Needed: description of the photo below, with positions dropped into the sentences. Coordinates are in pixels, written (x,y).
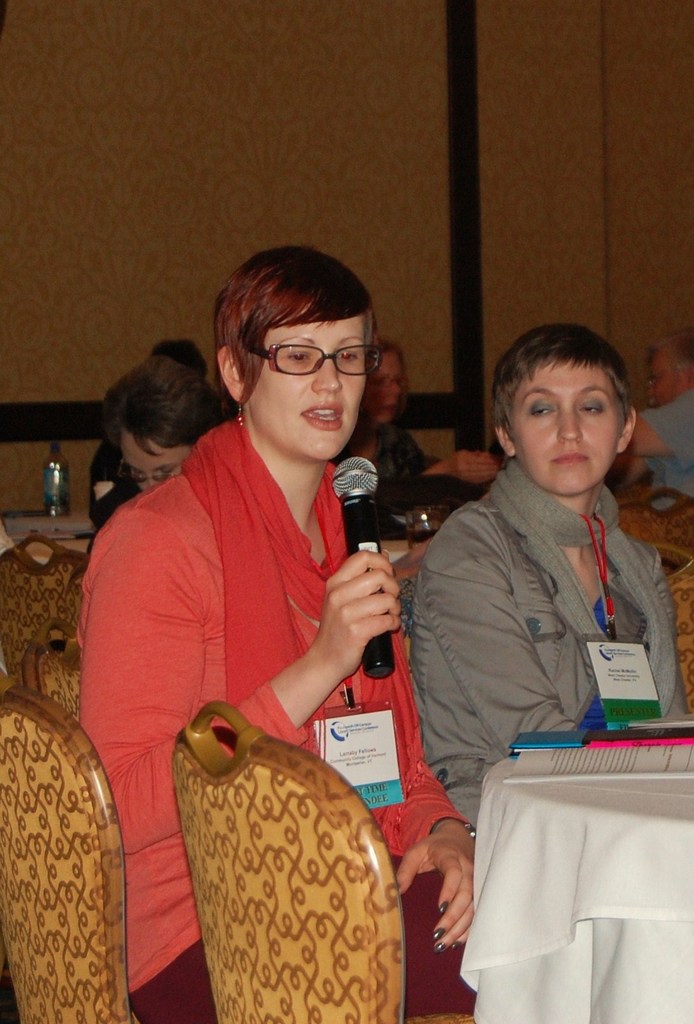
In this picture there is a woman (238,589) with red dress (109,743) is sitting and holding the microphone (368,460) and she is talking and there are group of people (551,339) sitting. There is a book (679,765) and bottle (55,510) and there are objects (614,730) on the table (579,837) and tables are covered with white color clothes (638,908) and there are chairs (254,786). At the back (376,273) there is a wall (341,200).
